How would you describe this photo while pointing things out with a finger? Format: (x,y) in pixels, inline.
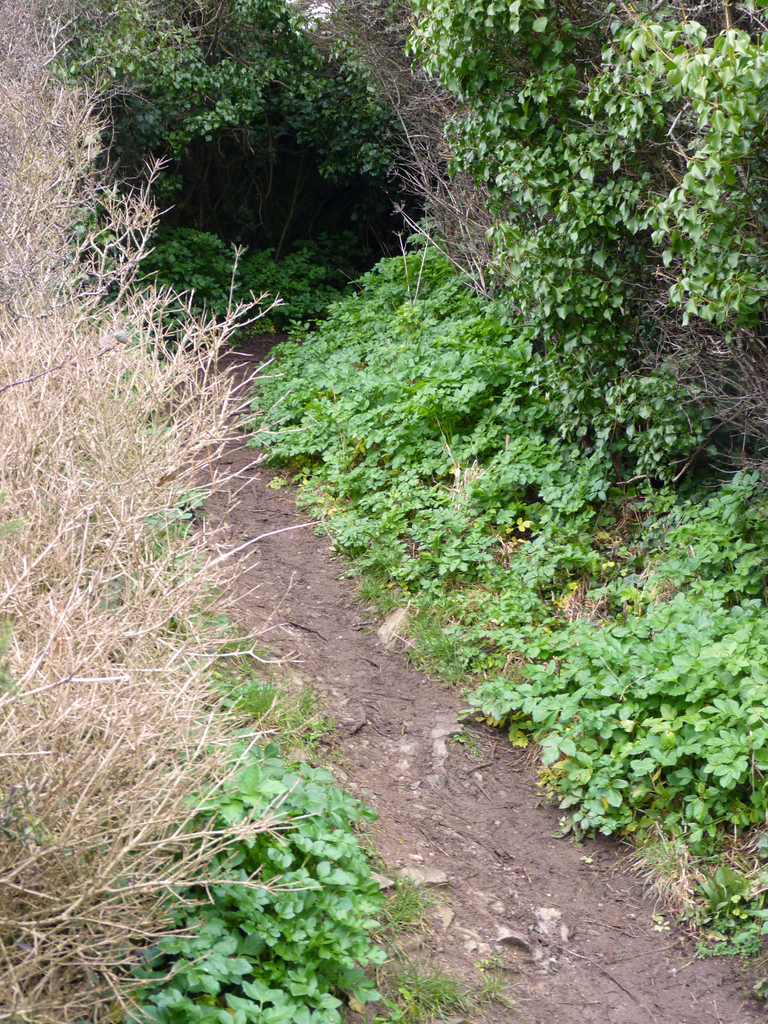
This is a picture taken in a small path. On the left (176,939) there are shrubs (88,710), plants (240,960) and trees (362,81). On the right (670,754) there are shrubs (584,386) and trees (597,156). In the center (358,665) there is a path (411,960).
